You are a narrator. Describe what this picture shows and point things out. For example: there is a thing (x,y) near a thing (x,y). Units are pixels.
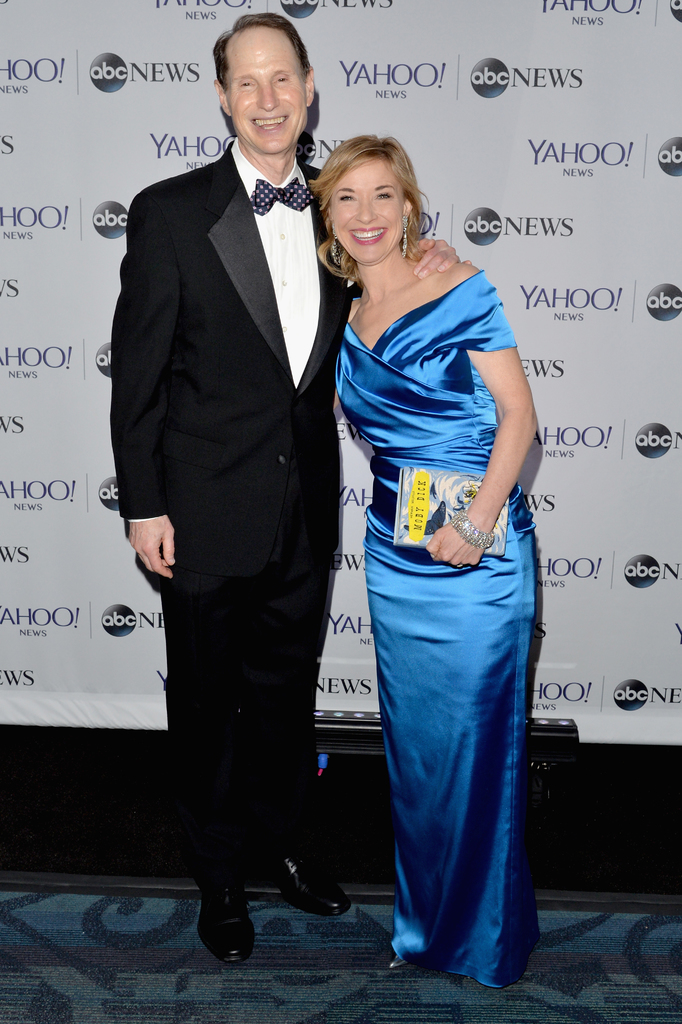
In the center of the image (290,367) a man (290,176) is standing and a lady (419,460) is standing and holding a book (397,542). In the background of the image (24,508) board (76,566) is there. At the bottom of the image (316,965) floor (184,955) is there.
